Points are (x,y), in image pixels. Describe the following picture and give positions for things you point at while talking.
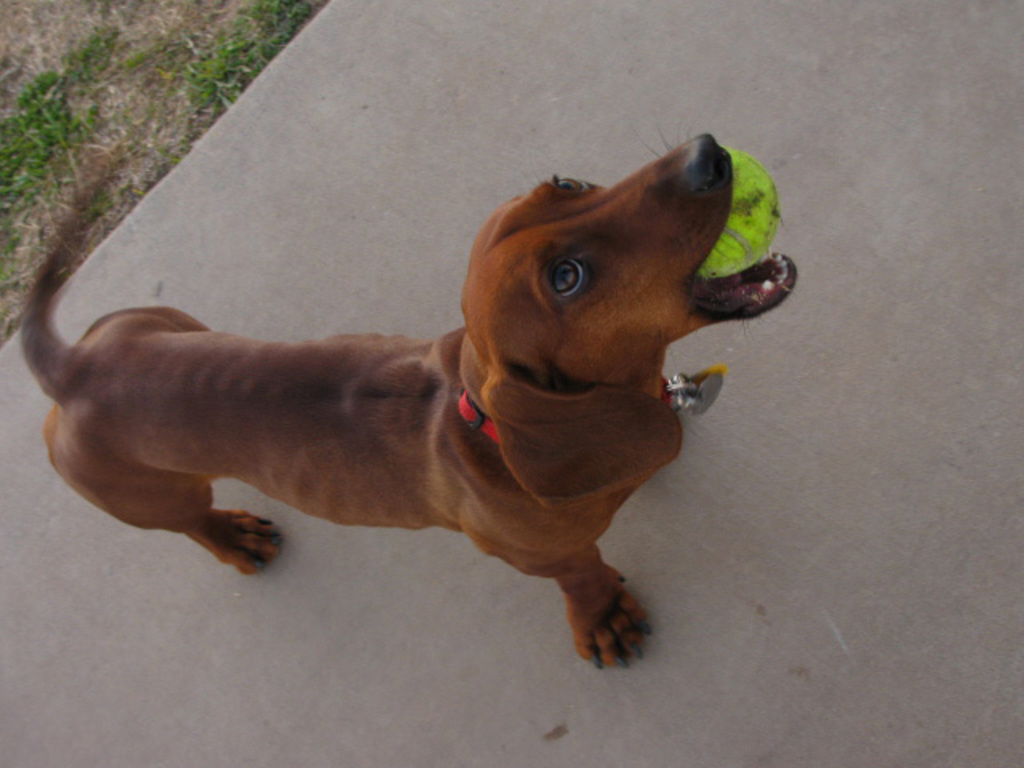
In this picture I can see a dog (367,482), it is brown in color and I can see red color belt (499,438) in its neck (464,448) and it is holding a ball (759,236) in its mouth (720,209) and I can see grass (126,77) on the ground (126,77).
